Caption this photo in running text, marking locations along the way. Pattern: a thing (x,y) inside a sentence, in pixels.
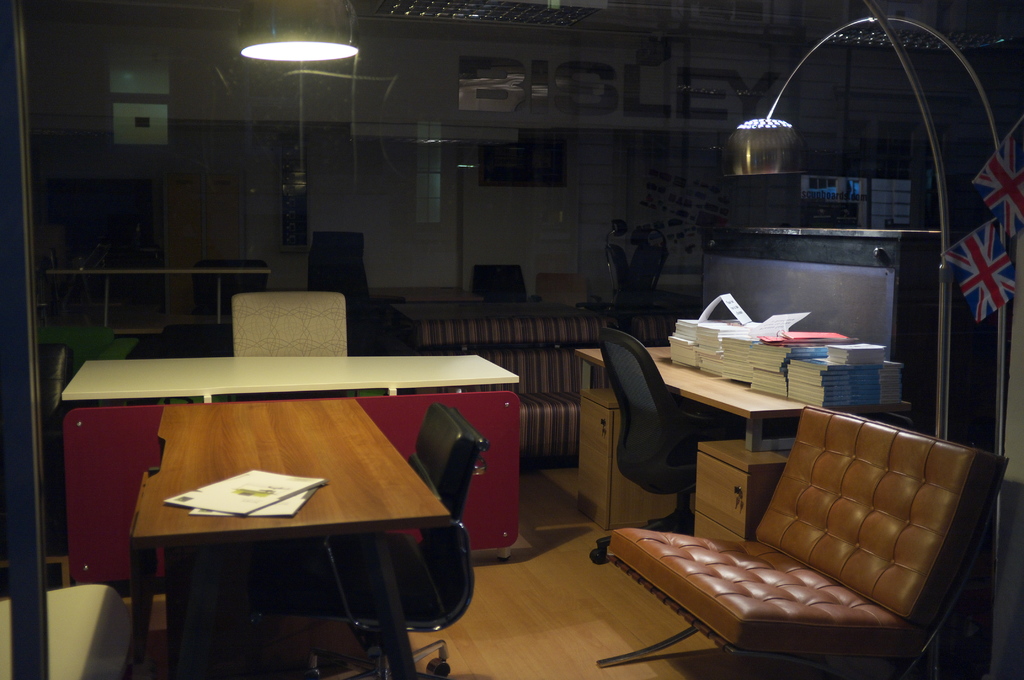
there is a table (244,519) on which papers (242,510) are kept. there is a black chair (463,503) in front of it. behind that there is another white table (297,358) and chair (297,344). at the right (714,391) there is a another table (713,399) and chair (645,402). on the table (700,380) there are many books (771,338). there is a lamp (744,136) above it. in front of it there is a brown sofa (841,507). above that there are flags (986,230).
